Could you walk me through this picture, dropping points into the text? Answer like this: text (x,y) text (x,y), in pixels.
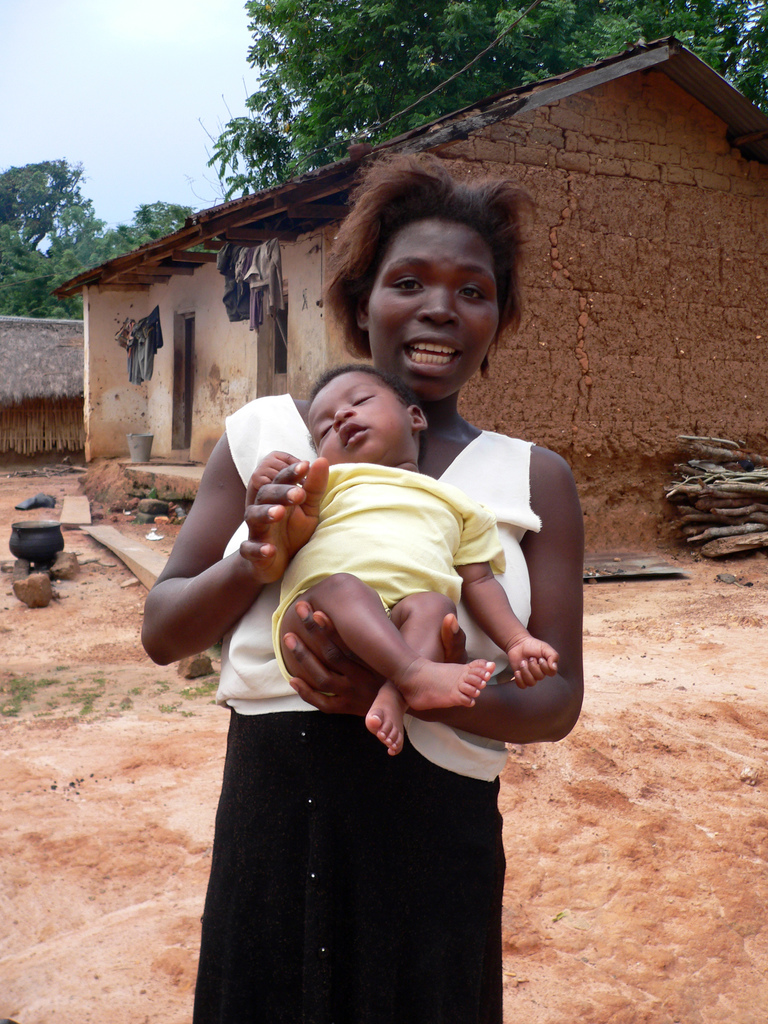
This picture shows a woman (349,723) standing and holding a baby (372,654) in her hand (333,630) and we see couple of houses (29,354) and trees (237,182) and a vessel (43,541) on the stones (21,580) and we see clothes (153,319) and bucket (136,441) and few wooden planks (87,514) and sticks (687,529) on the ground (117,583).
